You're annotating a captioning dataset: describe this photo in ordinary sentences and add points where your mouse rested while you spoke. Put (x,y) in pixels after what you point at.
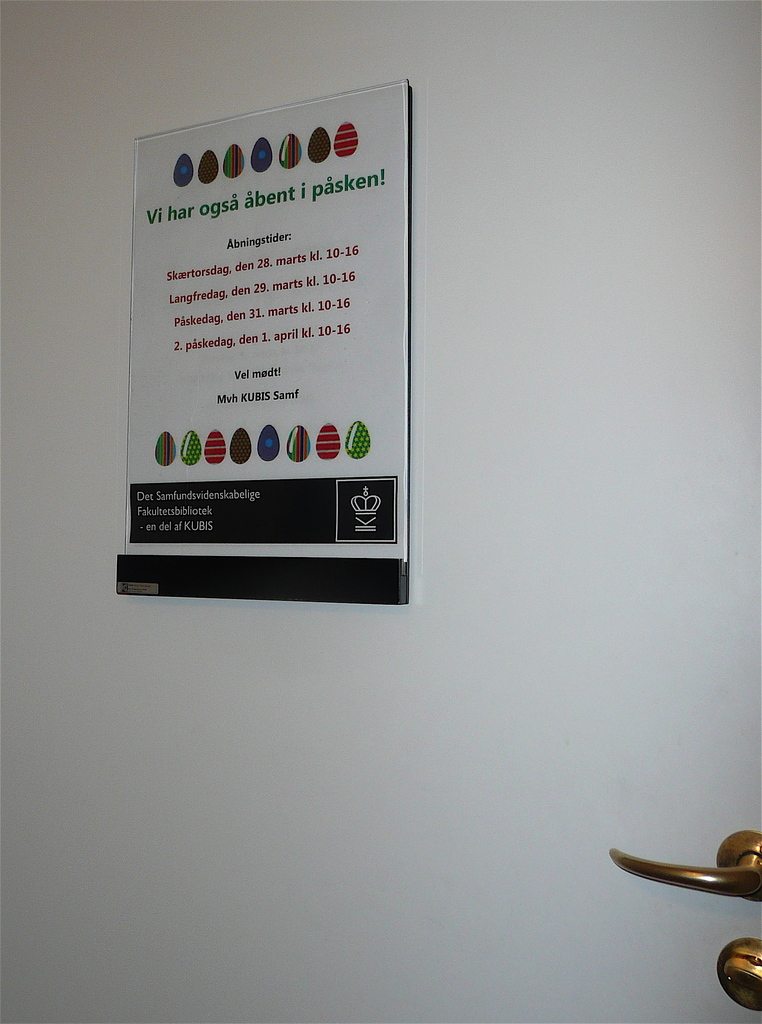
In this image we can see there is a door (500,190) and a door knob (728,872). And there is a board (232,289) with text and label (368,511).
